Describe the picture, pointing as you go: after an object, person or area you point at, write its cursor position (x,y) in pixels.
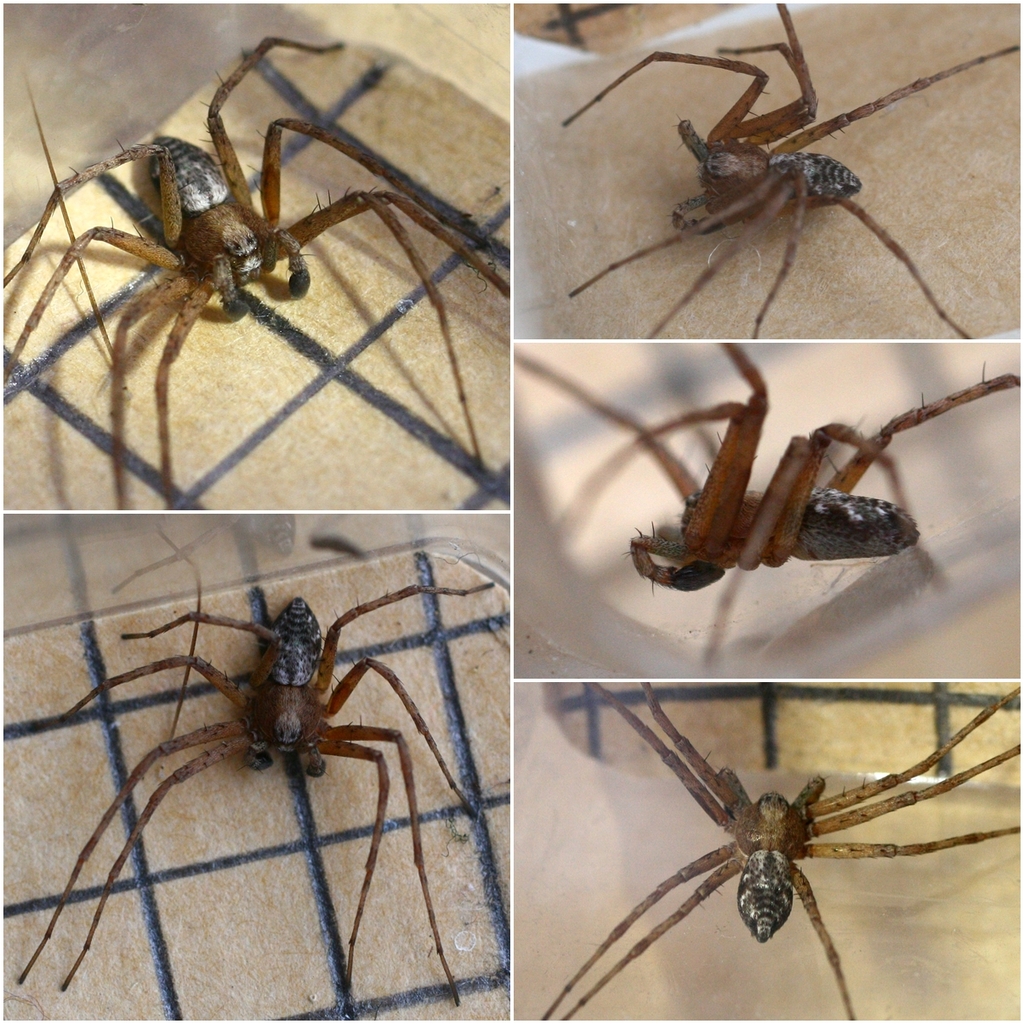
This is a collage edited image and there are five images on the each image we can see spider (120,362) is on an object (522,462).
